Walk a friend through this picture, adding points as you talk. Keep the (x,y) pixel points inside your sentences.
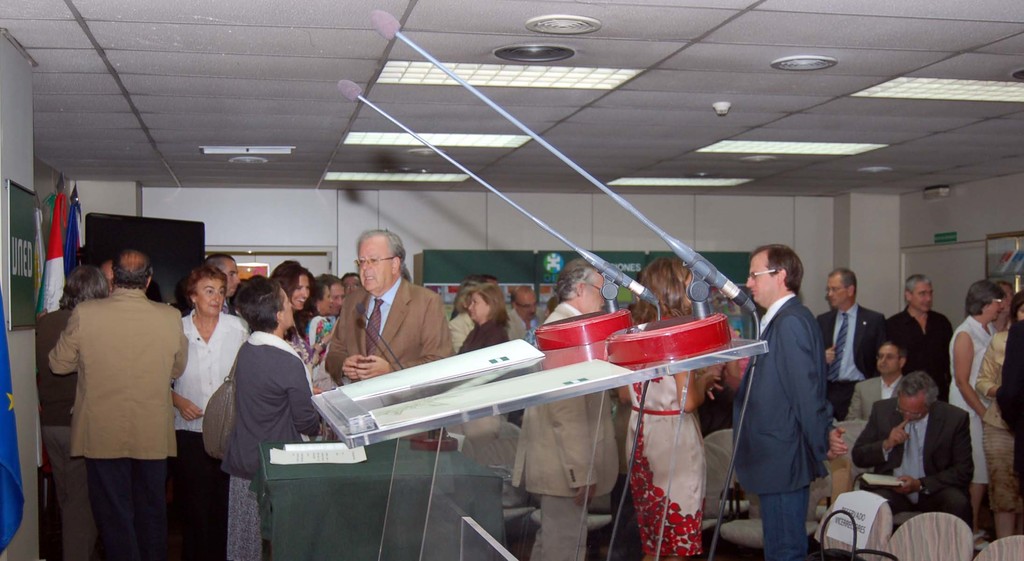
In front of the image there is a glass podium (505,432) with papers (507,398) and mics (608,318). Behind the podium (400,428) there is a table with papers (314,445) on it. Behind them there are many people (469,326) standing. There are few people (901,396) sitting on the chairs (728,441). In the background (509,219) on the walls (230,226) there are boards (18,229), doors (316,260) and some other things (997,242). And in the image there is a screen (151,223), board (12,294) with text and also there are flags (45,274). At the top of the image (137,147) there is a ceiling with lights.
